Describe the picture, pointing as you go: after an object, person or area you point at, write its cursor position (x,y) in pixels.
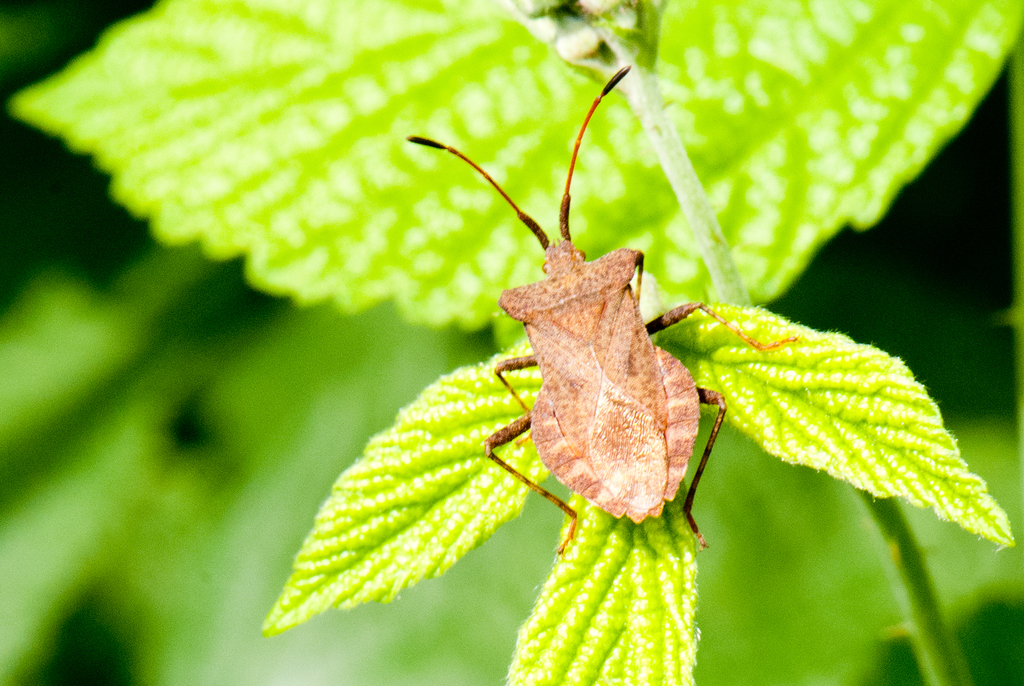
In this Image I can see a brown color insect (620,441) on the green color leaves (611,630). Background (204,377) is in green color.
